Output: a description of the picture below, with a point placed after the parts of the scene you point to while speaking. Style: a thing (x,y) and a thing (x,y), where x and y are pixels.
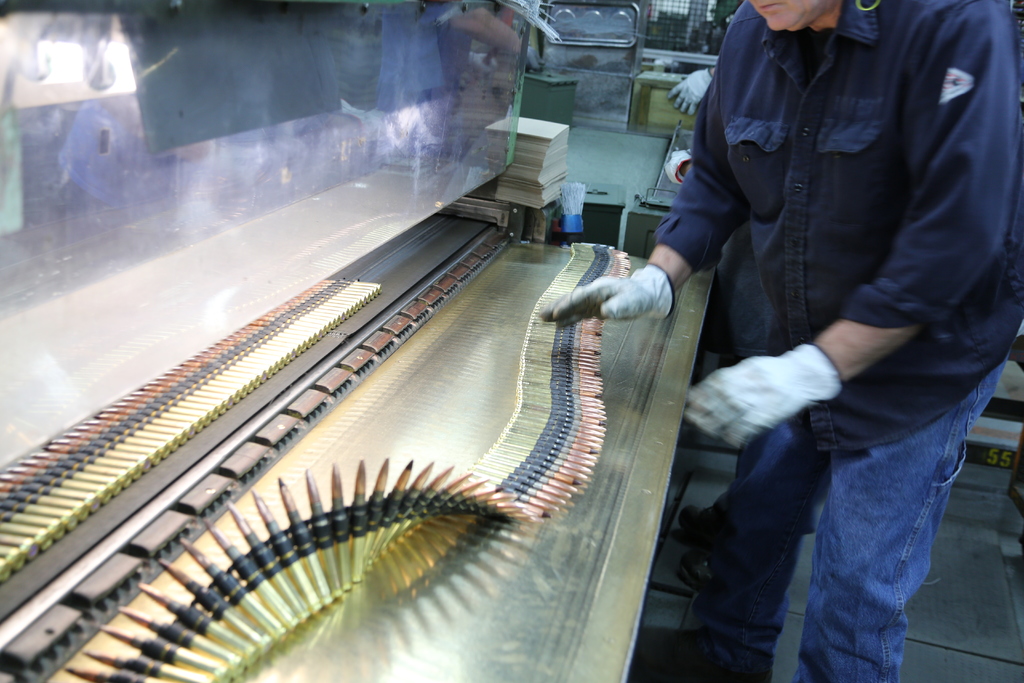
In the image we can see there is a person (804,369) standing and there is a sheet (410,514) of bullets (536,415) kept on the table (396,636).
